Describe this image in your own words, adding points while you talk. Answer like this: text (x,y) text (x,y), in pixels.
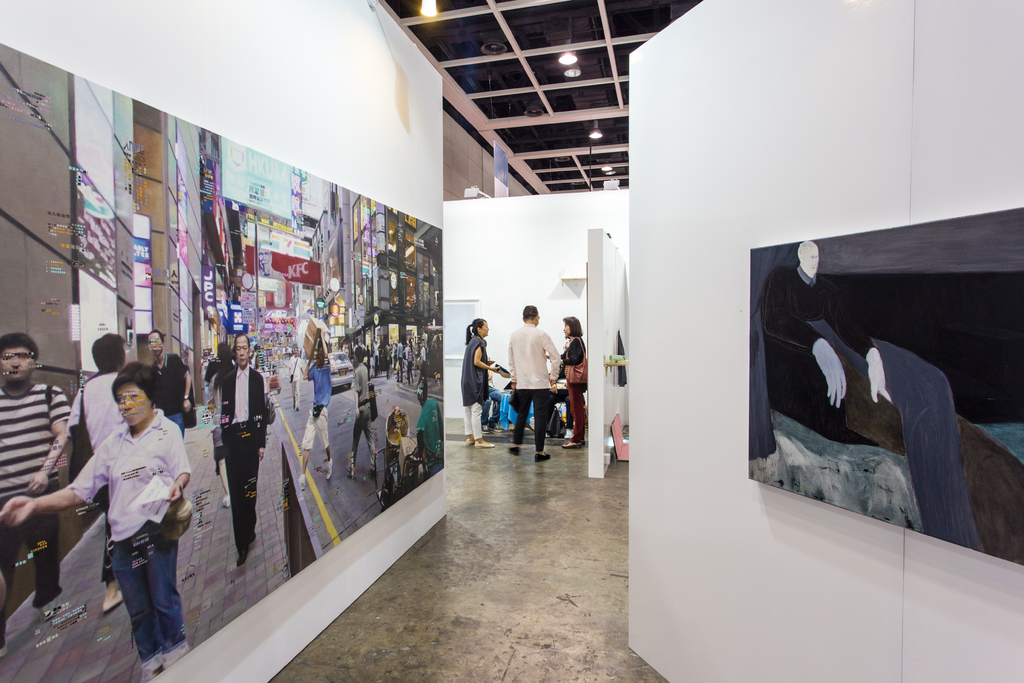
In this image we can see the inner view of a building (519,79). In this image we can see people (539,386), bag (570,373), wall (486,310) and other objects (513,417). On the left (69,363) and right side of the image (775,341) there is a wall (670,479) with photo frames (354,459). At the top of the image (532,98) there is the ceiling (534,74) with lights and other objects (527,57). At the bottom of the image (496,611) there is the floor (512,634).
